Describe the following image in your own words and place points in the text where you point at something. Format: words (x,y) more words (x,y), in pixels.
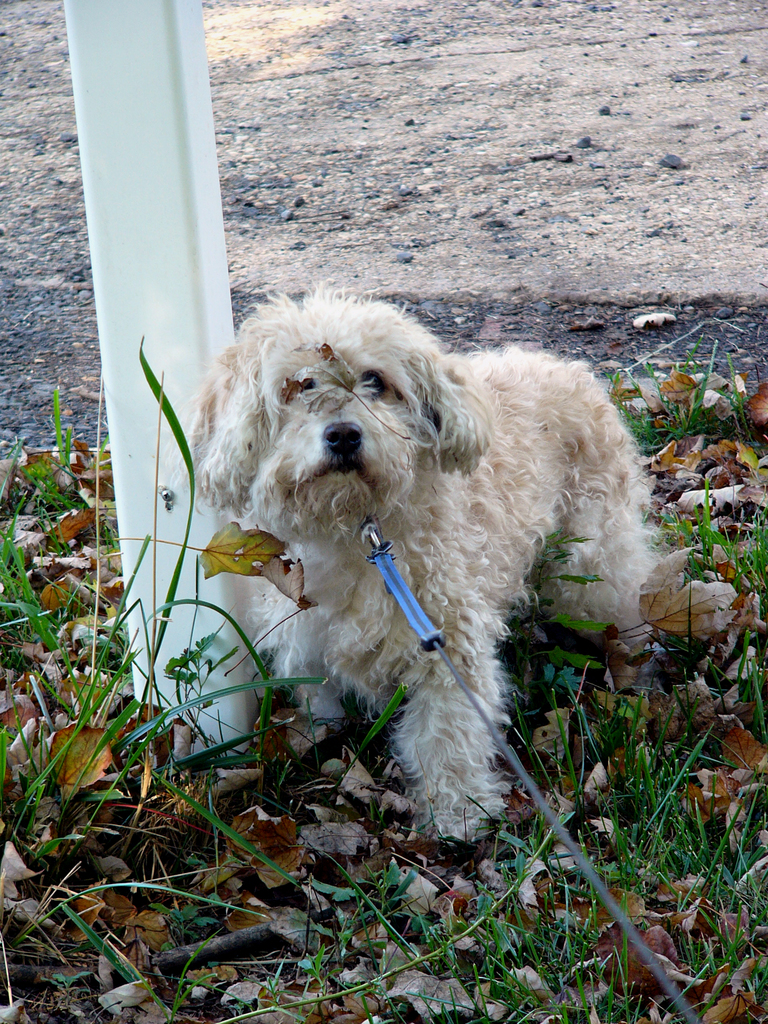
In the picture we can see a dog (238,476) with a full of fur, which is cream in color on the path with some grass (655,813) and beside the dog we can see a pole (169,560) which is white in color and in the background (288,233) we can see a muddy surface (637,140).
